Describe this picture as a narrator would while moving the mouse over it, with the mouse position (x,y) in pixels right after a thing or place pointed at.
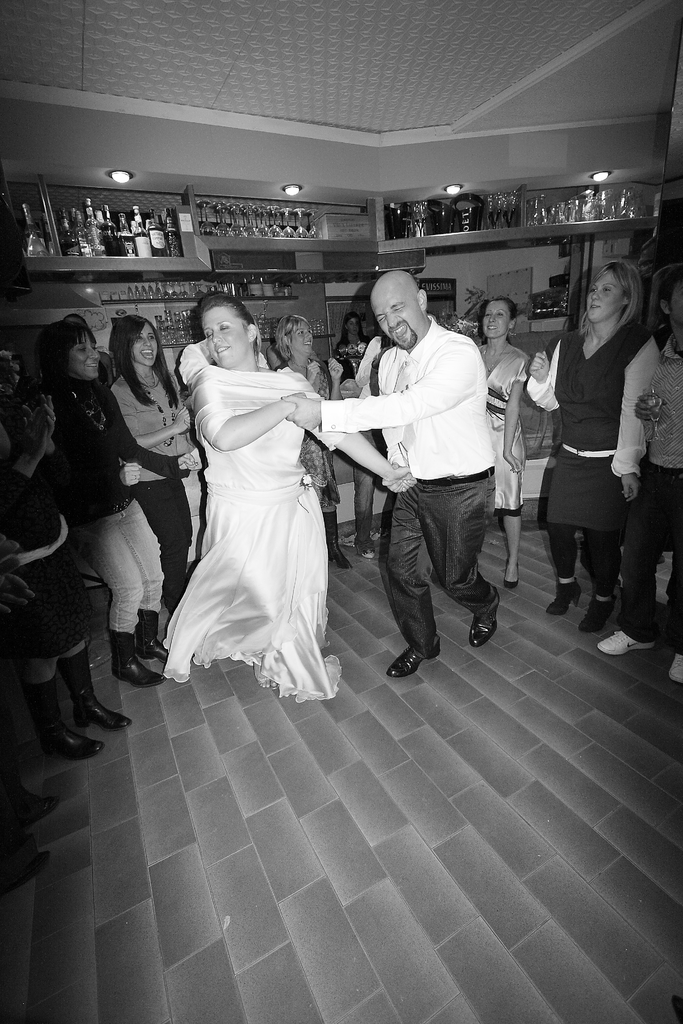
It is a black and white image there are two people (242,520) dancing and around them there are a group of people (584,389) and behind them there are many alcohol bottles (159,238) and glasses (500,227) kept in the shelves (146,261).
